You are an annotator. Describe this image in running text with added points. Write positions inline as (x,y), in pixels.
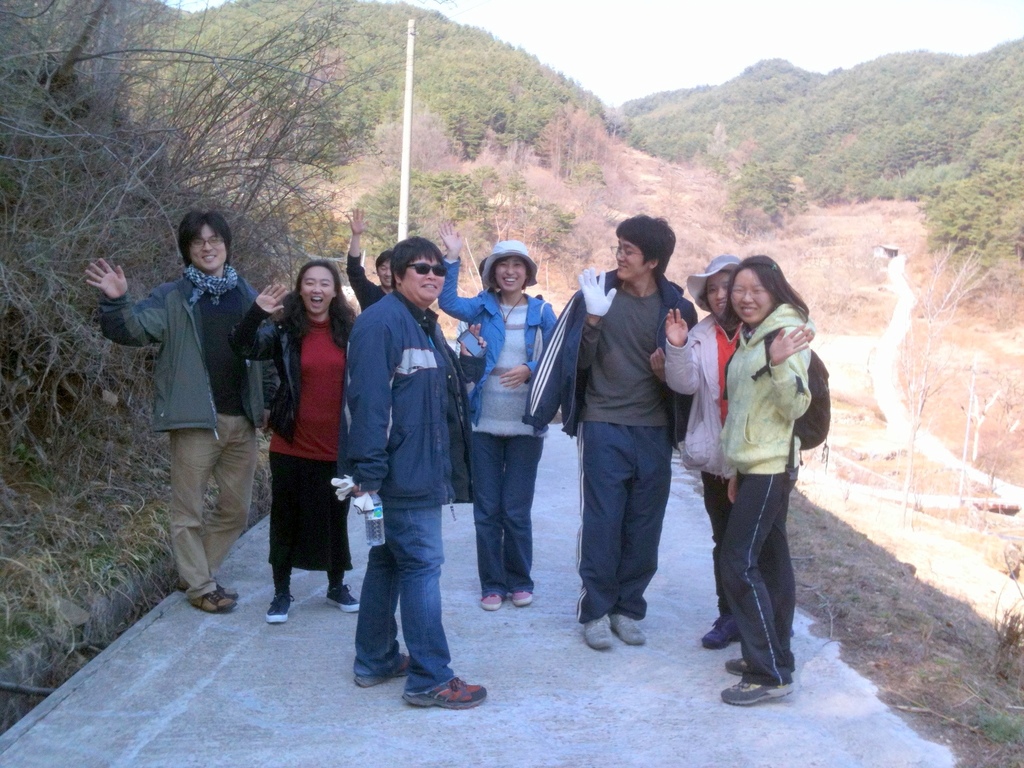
In this picture i can see group of people (370,414) are standing together on the road (562,586) and smiling. The person (433,634) in the middle (388,467) is holding a bottle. In the background (414,160) i can see grass (160,521), trees (383,223) and sky (673,90).
